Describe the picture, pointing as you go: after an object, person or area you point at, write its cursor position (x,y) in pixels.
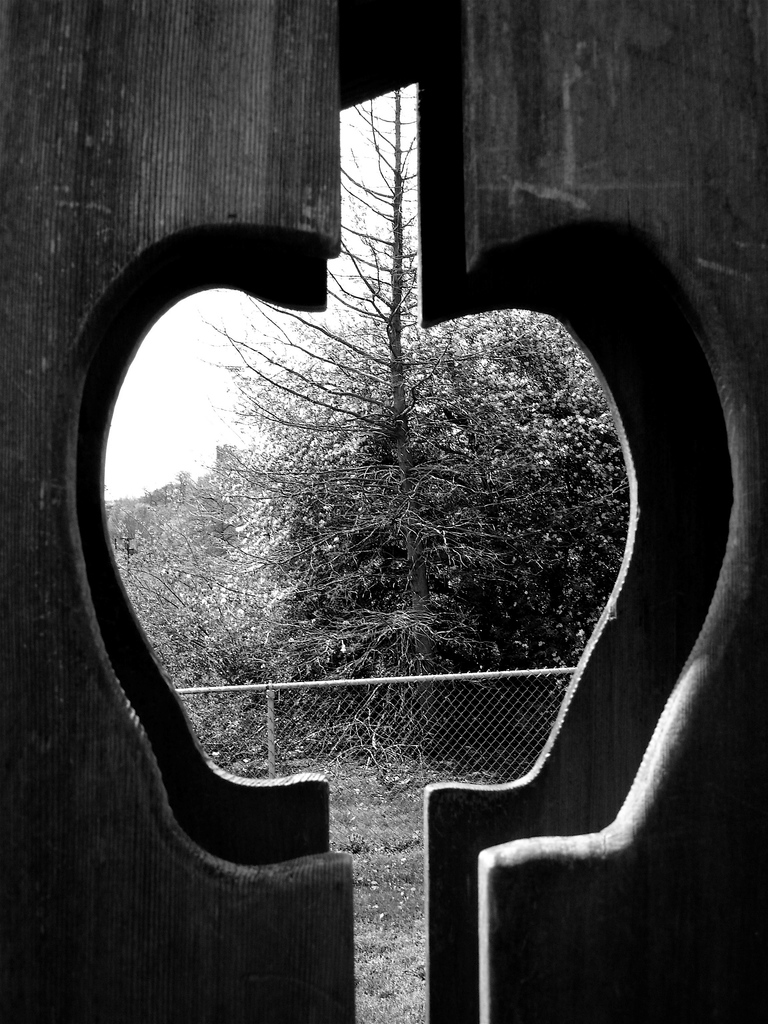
In this image we can see black and white picture of a window (704,160). In the background (215,538), we can see a fence (439,712), poles (273,725), group of trees (377,539) and the sky (185,430).
